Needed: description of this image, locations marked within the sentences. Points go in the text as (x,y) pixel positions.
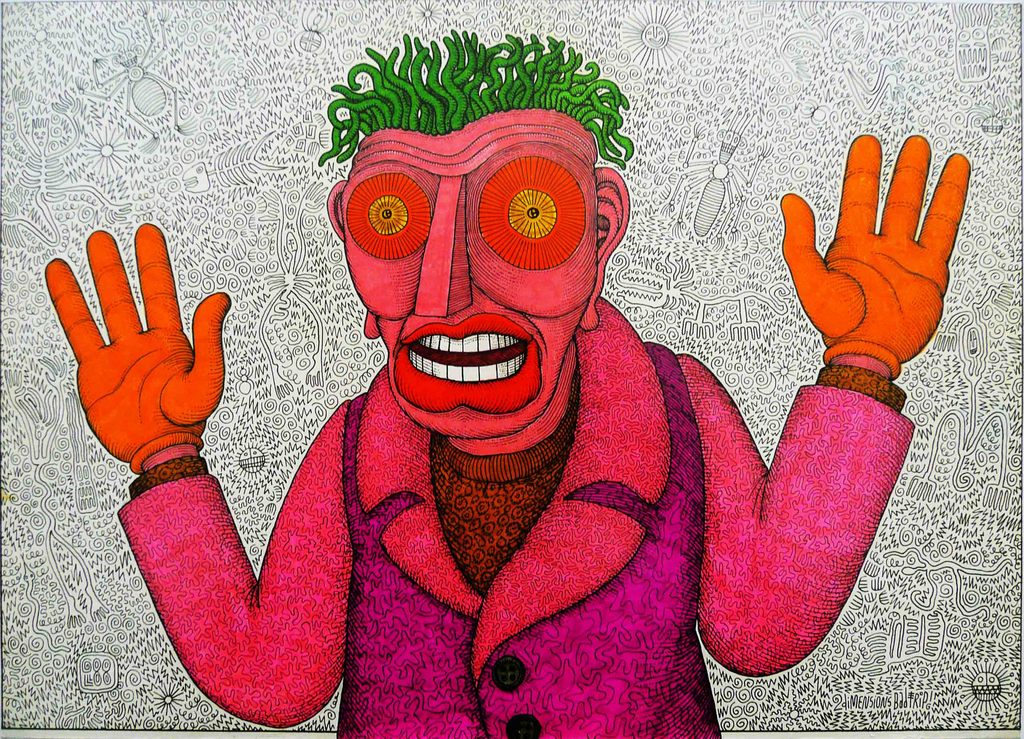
This is an animated image of a person (512,437) and the background (704,71) looks like the wall (721,40).
